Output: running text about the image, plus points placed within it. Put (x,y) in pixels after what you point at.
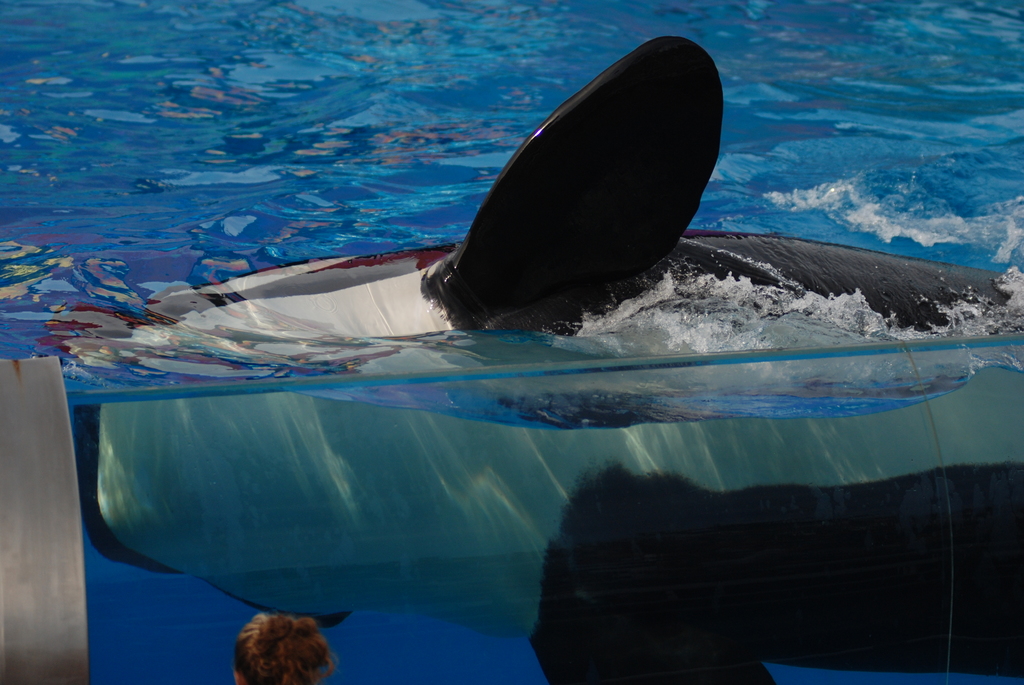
Here in this picture we can see a whale (286,288) present in the water (333,641) over there and in the bottom (312,639) we can see a person's head (281,628) over there.
